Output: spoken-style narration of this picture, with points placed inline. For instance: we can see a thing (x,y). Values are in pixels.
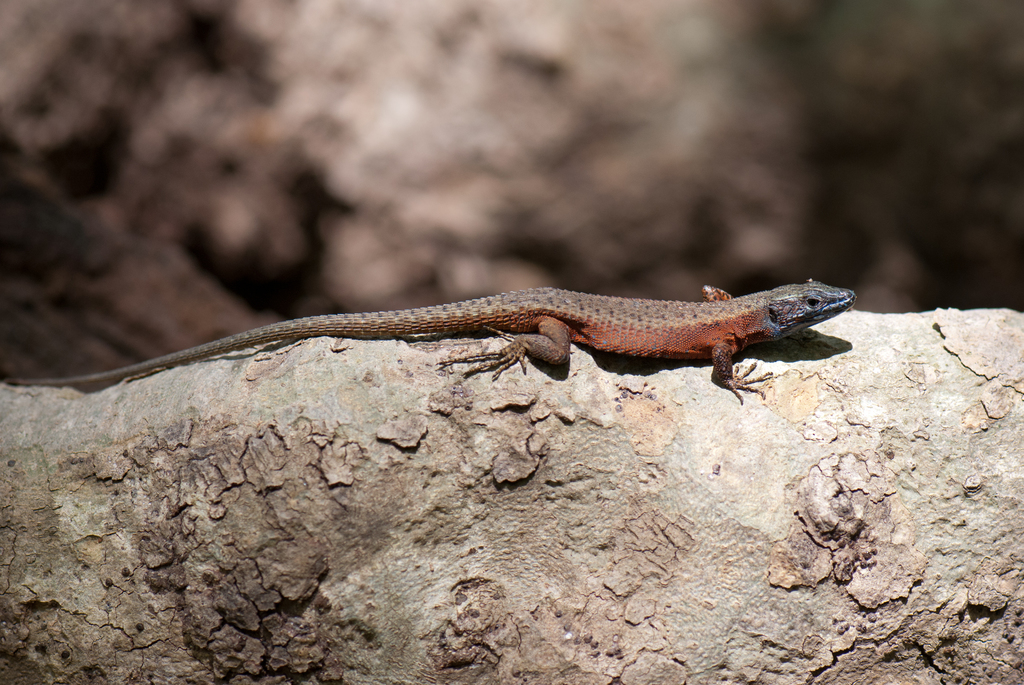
Background (99,23) portion of the picture is blur. In this picture we can see a reptile (838,300) on a wooden branch (472,545).
